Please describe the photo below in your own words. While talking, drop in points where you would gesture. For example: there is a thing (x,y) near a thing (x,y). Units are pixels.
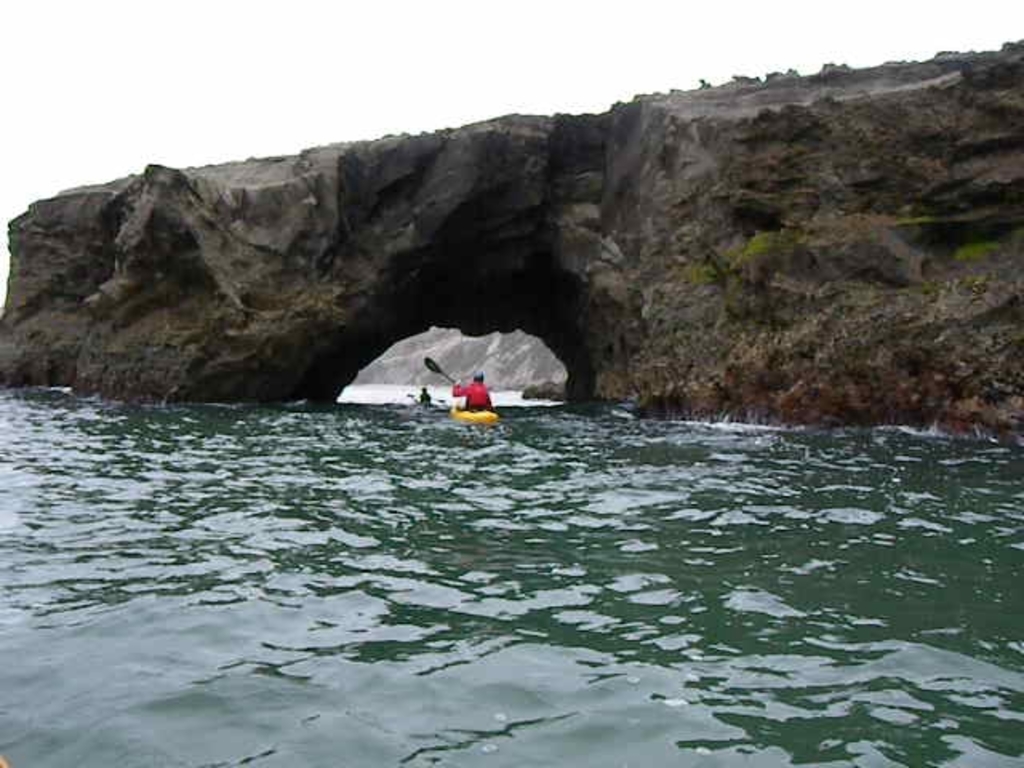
In this picture we can see two persons (480,407) sitting on the boat (467,416). Both of them riding the boat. On the bottom (588,557) we can see water (475,452). Here we can see stone mountain (467,222). On the right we can see plants (964,247) and grass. On the top (531,20) there is a sky (441,33).
